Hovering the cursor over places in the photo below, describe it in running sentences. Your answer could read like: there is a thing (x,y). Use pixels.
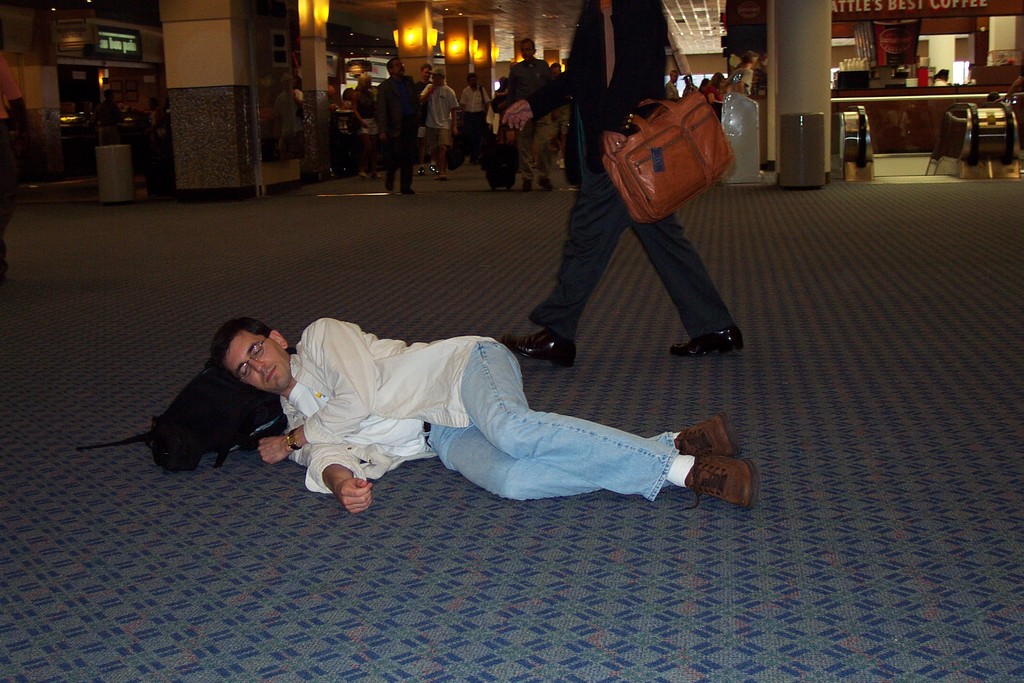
In this image we can see persons (326,328) on the floor (363,250) and one of them is lying on the bag (227,392). In the background (819,128) we can see pillars (198,65), name boards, bins (112,162) and stalls (898,97).
